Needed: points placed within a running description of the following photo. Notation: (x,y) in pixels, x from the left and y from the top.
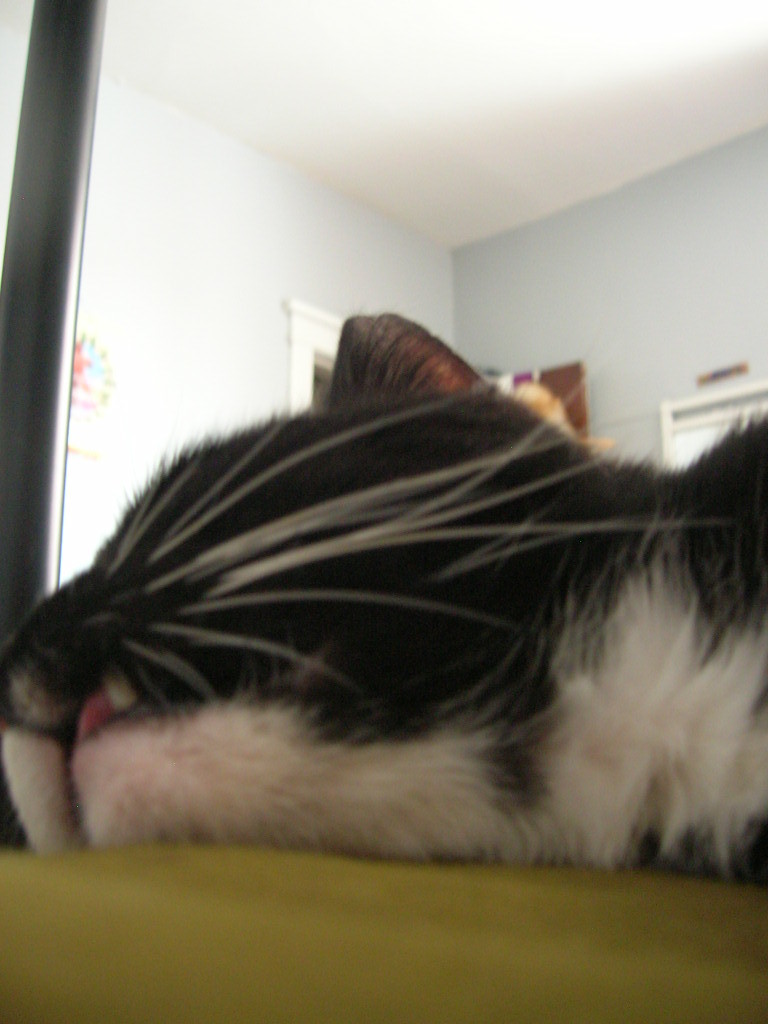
There is a cat (287,649) lying on a surface (443,888) at the bottom of this image (350,789), and there is a wall (620,371) in the background (484,320).
